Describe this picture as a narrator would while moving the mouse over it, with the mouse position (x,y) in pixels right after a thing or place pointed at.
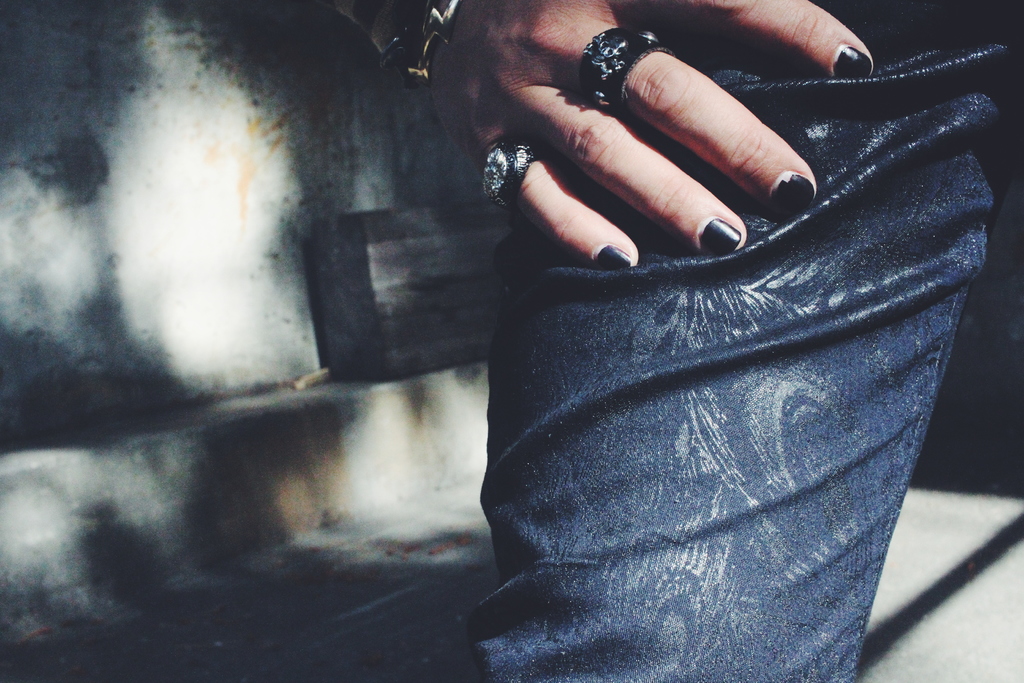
In this image we can see the leg (608,285) and the hand (594,220) of a person (778,193). We can also see some rings (513,193) to his fingers (530,194). On the backside (435,312) we can see a container (350,290) which is placed beside a wall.
